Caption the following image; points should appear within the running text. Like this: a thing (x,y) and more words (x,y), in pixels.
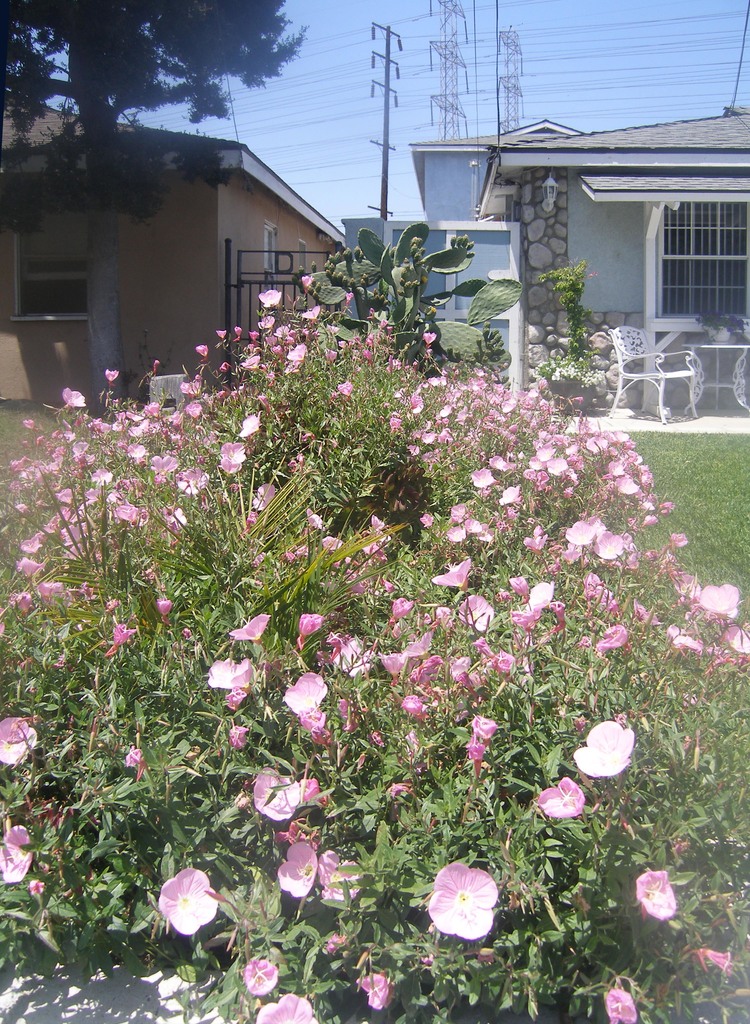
In this image, we can see some plants (446,570) in front of shelter houses (172,322). There is a tree (140,168) in the top left of the image (83,135). There is a chair (656,376) and table (701,351) on the right side of the image (716,348). There is a pole (385,123) and sky (353,46) at the top of the image (353,32). There are towers (448,53) behind the shelter house (564,166).
